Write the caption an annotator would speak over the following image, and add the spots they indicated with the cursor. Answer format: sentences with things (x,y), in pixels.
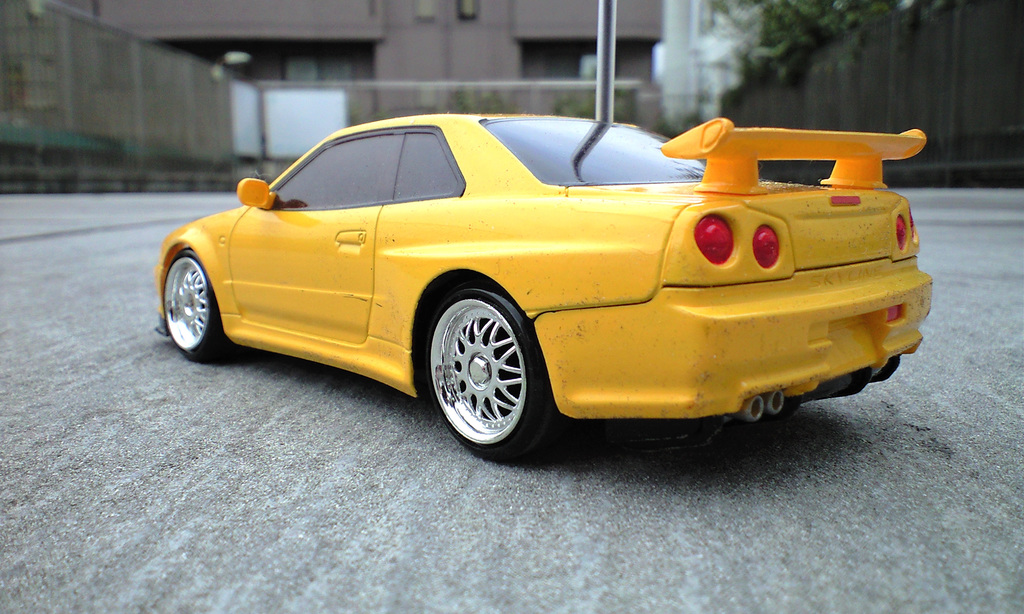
In this image in the center (396,240) there is a car (459,257) which is yellow in colour. In the background (536,58) there are trees (807,32) and there is a building (413,53).
